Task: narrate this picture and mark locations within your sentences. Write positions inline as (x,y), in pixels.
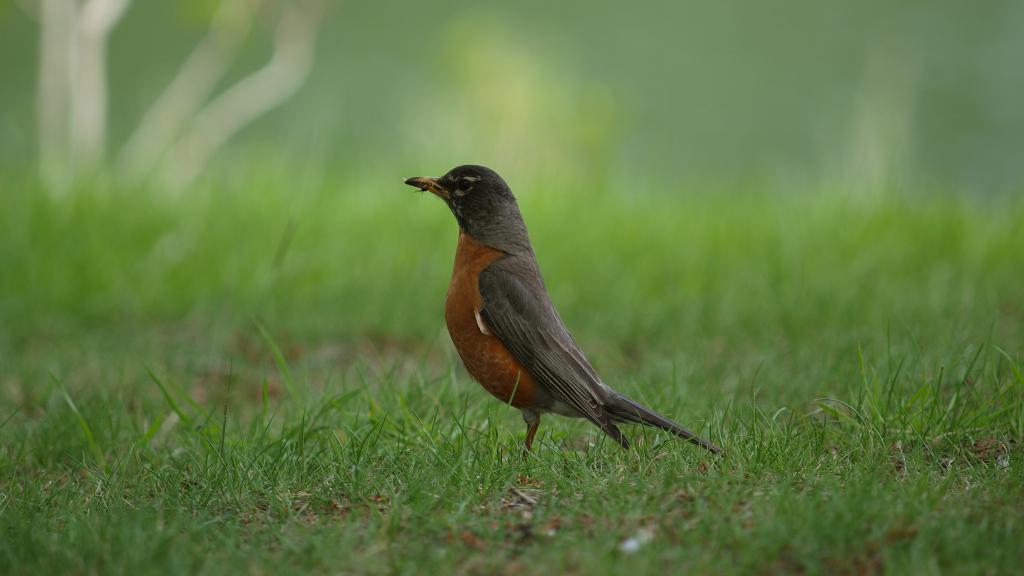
In this image, we can see a bird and there is green grass (296,450) on the ground (585,504).
